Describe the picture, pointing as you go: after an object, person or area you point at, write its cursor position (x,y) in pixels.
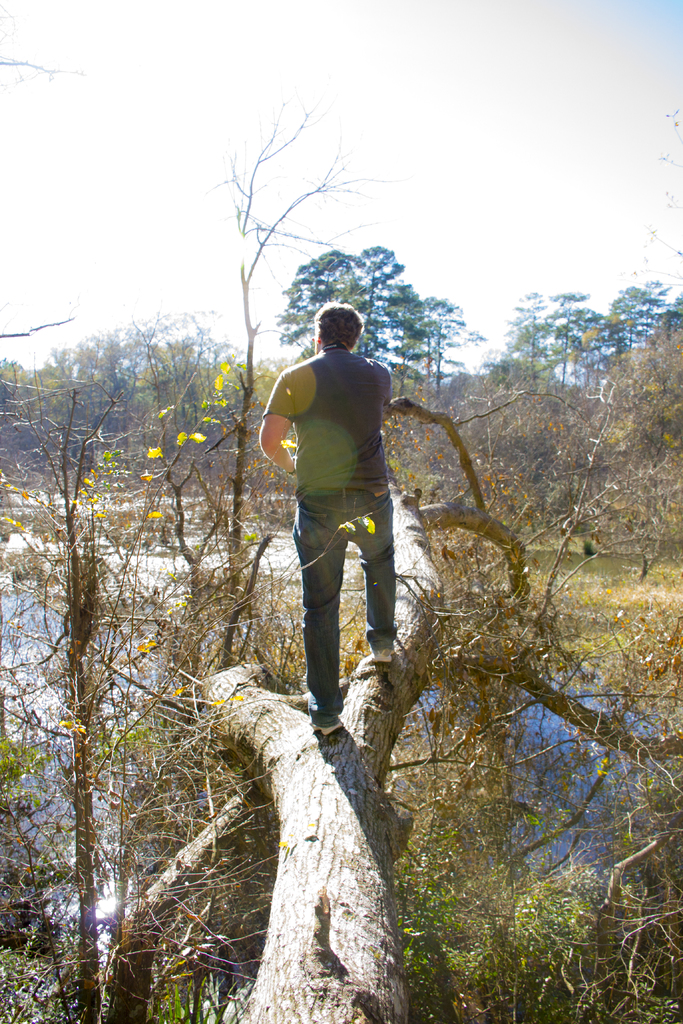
There is a man (328,453) standing on branch (392,736) and we can see plants (485,780) and water (190,500). In the background (396,361) we can see trees (405,308) and sky (373,109).
